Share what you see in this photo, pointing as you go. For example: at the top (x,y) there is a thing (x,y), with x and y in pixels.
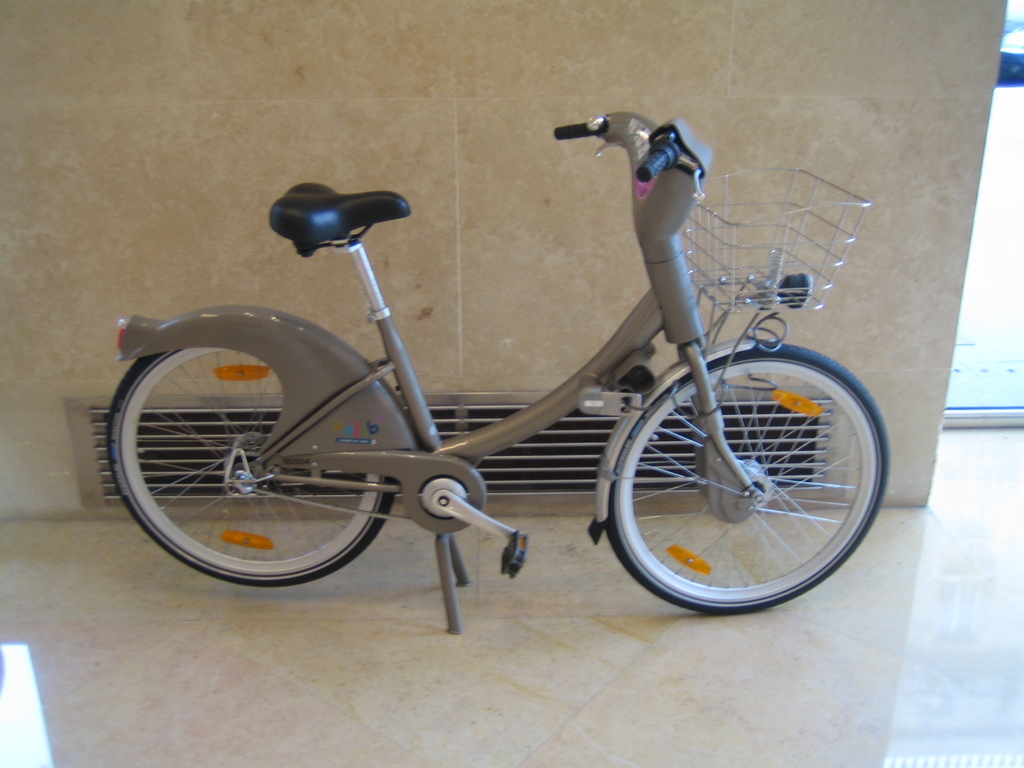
In this image we can see a bicycle (410,383) on the floor (100,689) and also we can see the wall (555,239).
